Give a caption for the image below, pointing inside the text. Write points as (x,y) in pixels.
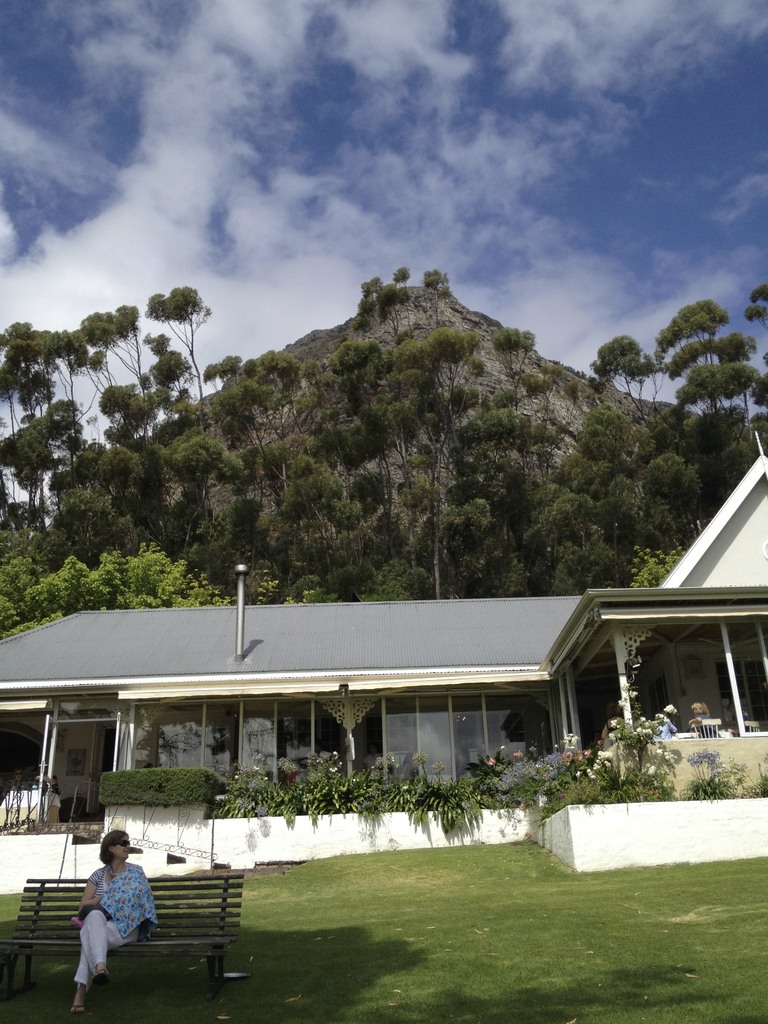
In this image we can see a woman (119,932) sitting on the bench (191,906). We can see the house (467,676) and glass windows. And we can see the hill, trees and plants (641,736). At the top (604,327) we can see the clouds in the sky (341,275).
